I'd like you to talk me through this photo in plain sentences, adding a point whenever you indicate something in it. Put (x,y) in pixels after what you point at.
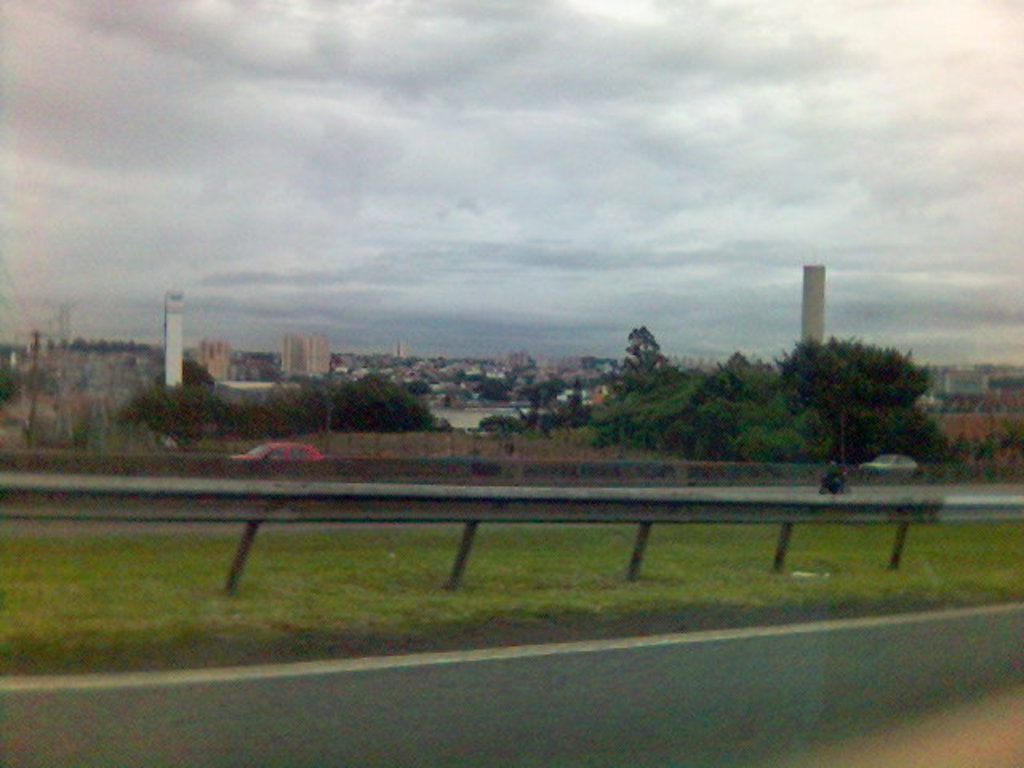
In the image we can see there is a road (515,688) and there is ground (853,564) covered with grass (472,593). There are cars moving on the road (312,523) and there are lot of trees (641,340). Behind there are buildings (965,386) and there is a cloudy sky (336,203).
